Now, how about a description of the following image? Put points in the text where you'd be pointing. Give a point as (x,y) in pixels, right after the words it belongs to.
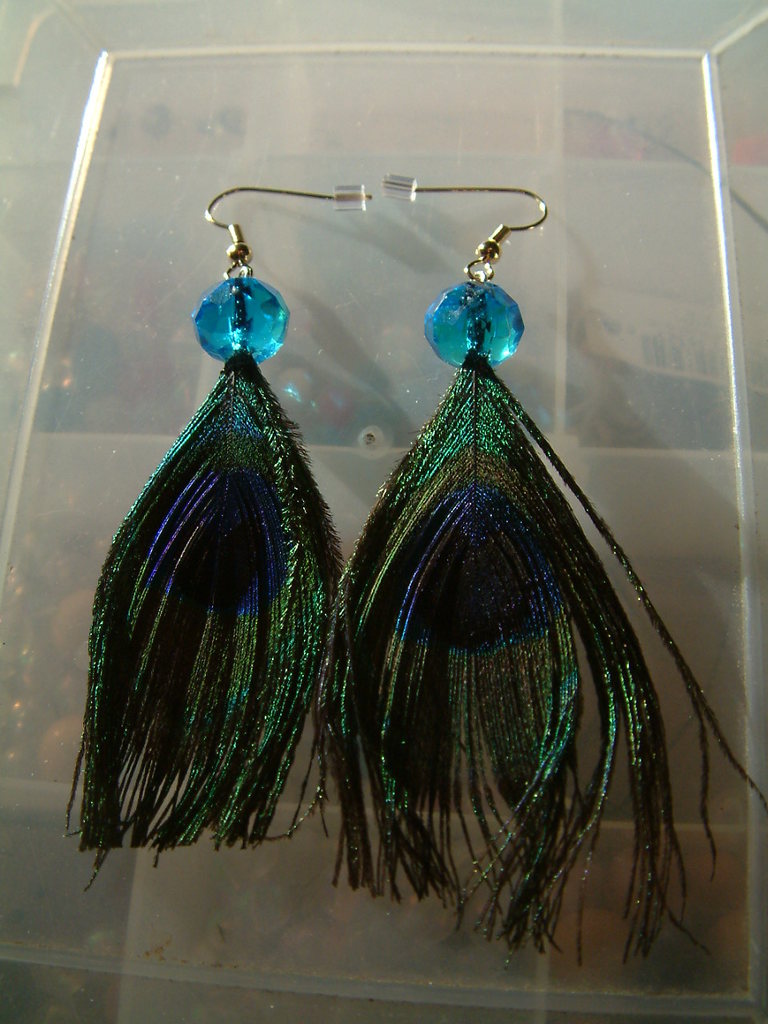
In this picture we can see the pair of green color peacock feather earring (430,554), placed on the plastic box (294,270).
